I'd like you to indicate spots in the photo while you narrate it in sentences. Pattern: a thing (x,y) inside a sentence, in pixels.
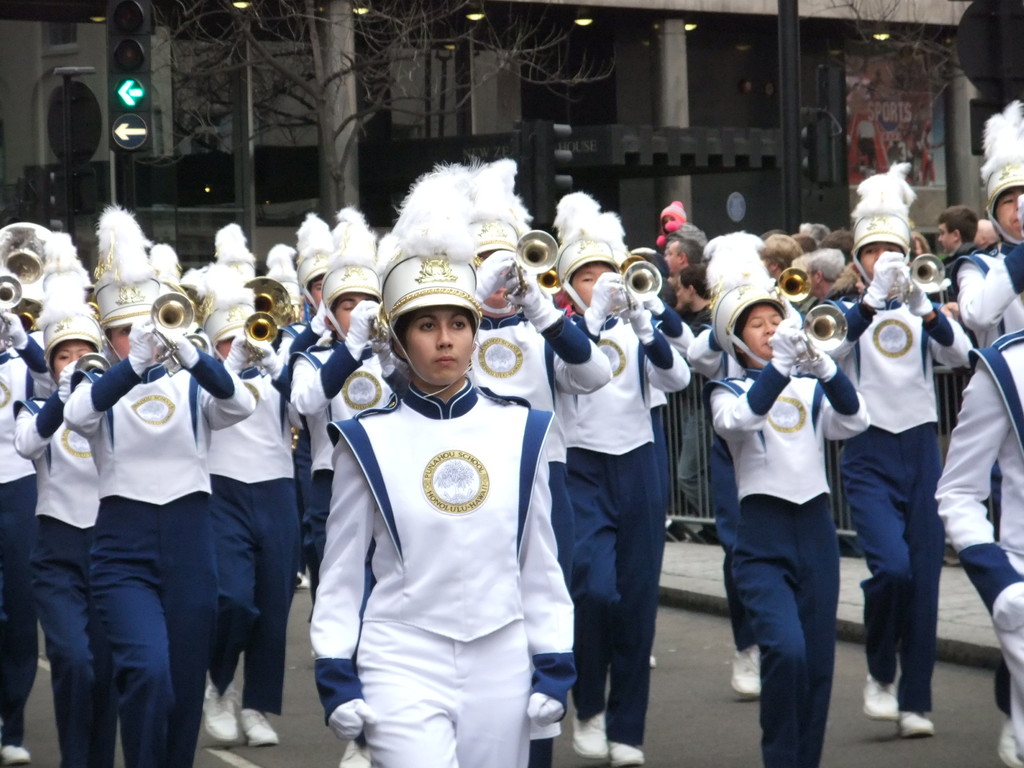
In the image we can see there are women (917,529) standing on the road (994,765) and they are wearing helmets (392,300). They are playing musical instruments (932,261) and behind there are buildings (515,90) and trees (332,136).
